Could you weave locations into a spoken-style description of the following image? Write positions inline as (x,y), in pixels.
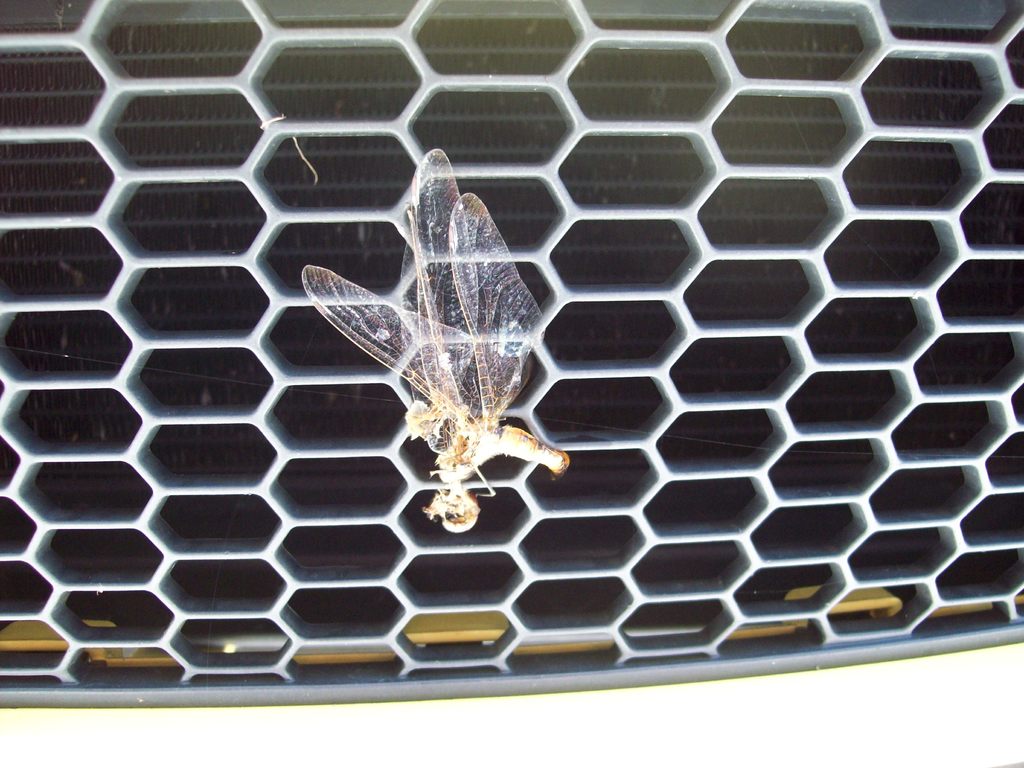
In this picture, we see the dragonfly (443,430) and behind that, we see the car grille (368,522). Behind that, we see a black color radiator (778,283).
